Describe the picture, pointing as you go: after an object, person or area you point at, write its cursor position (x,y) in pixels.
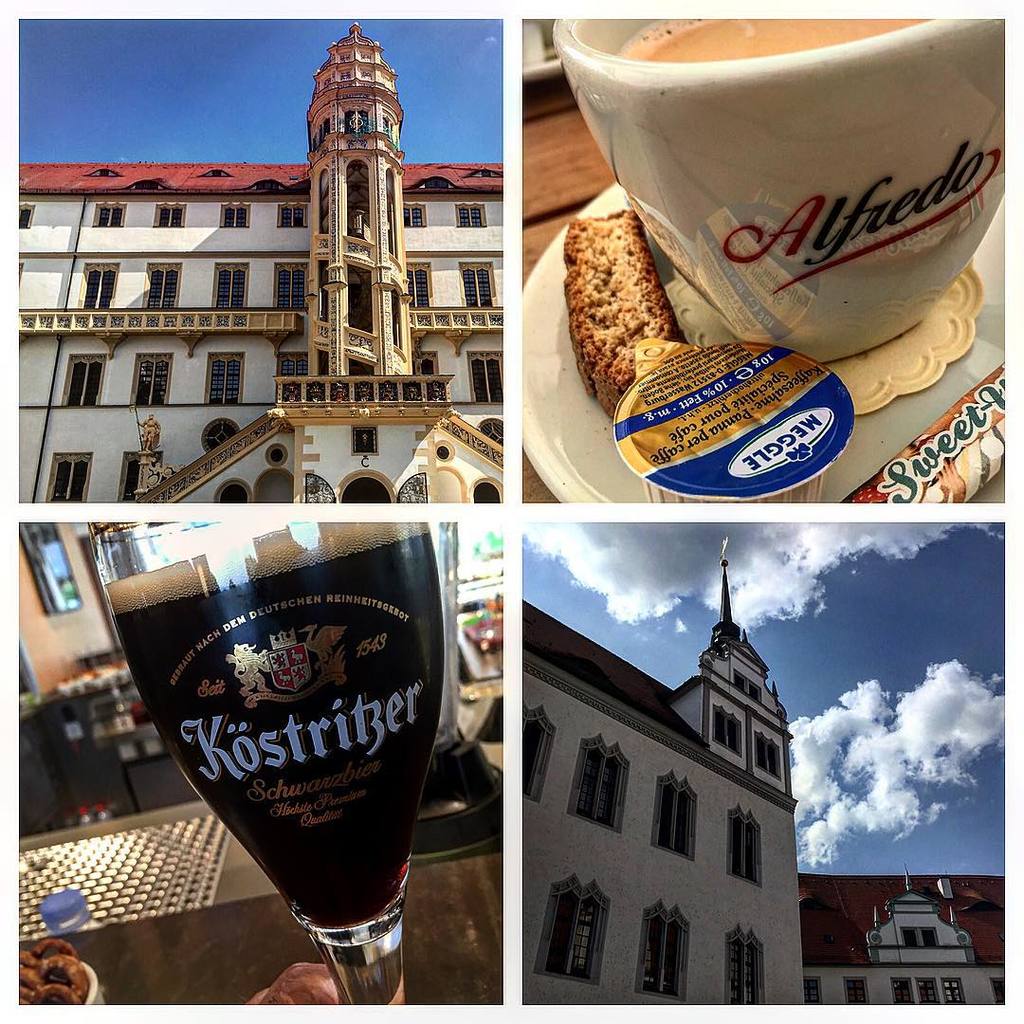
In this picture we can see grid image of two buildings (126,274) and two drinks (682,97) on left side of the image (225,184) there is a building (254,308) which is in white and red color, there is some drink (189,746) in wine glass (277,719), on right side of the image (714,191) there is coffee cup (689,274) and other building (758,895) which is also in red and white color.
